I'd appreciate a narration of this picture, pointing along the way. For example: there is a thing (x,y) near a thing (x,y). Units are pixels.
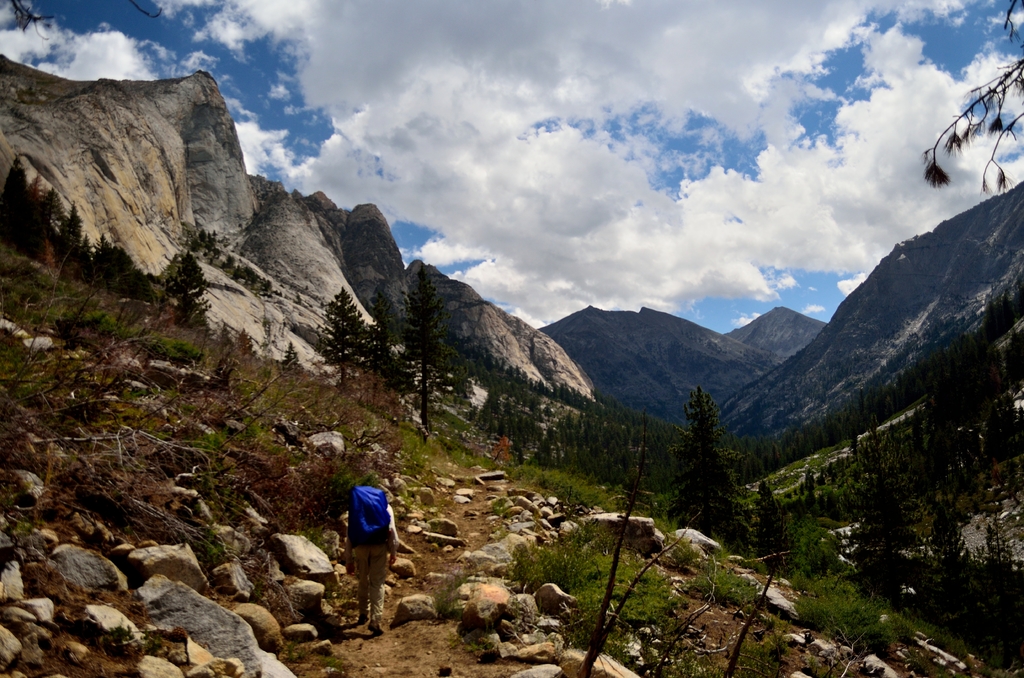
In this picture we can see a person (371,585) wearing a bag (373,499) and walking on the path (445,504). There are few rocks (288,676), trees (521,449) and mountains (466,323) in the background (422,310). Sky (489,248) is blue in color and cloudy.
